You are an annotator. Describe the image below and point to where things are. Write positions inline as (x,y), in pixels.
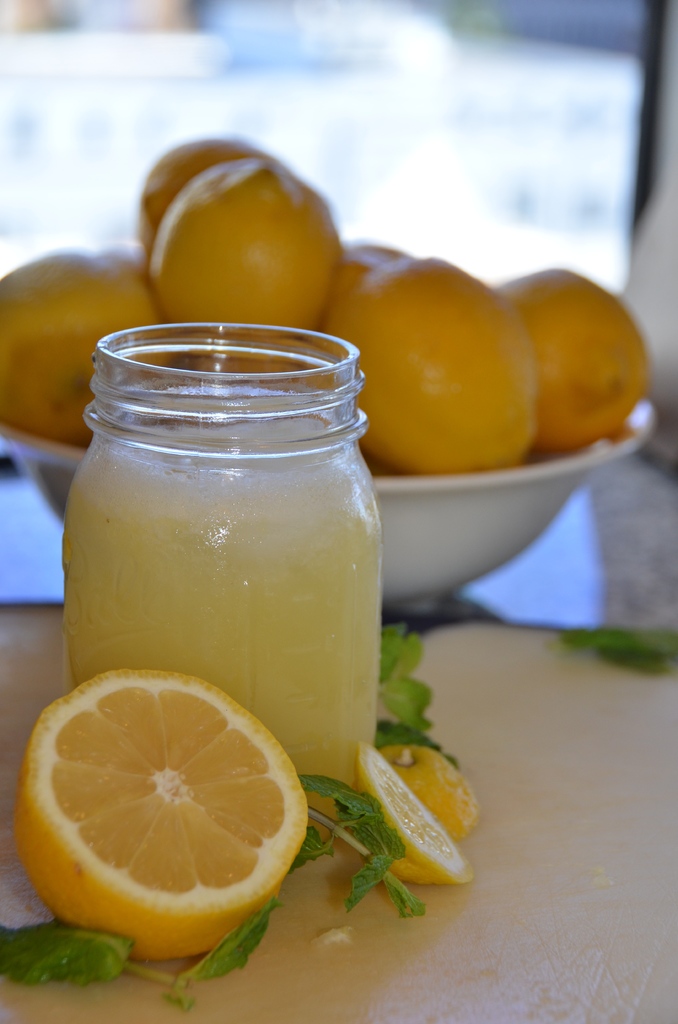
In this image we can see a bottle (179,587) and food item (233,830) on a surface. Behind the bottle (279,499) we can see a group of fruits (258,223) in a bowl (546,502). The background of the image (565,522) is blurred.
